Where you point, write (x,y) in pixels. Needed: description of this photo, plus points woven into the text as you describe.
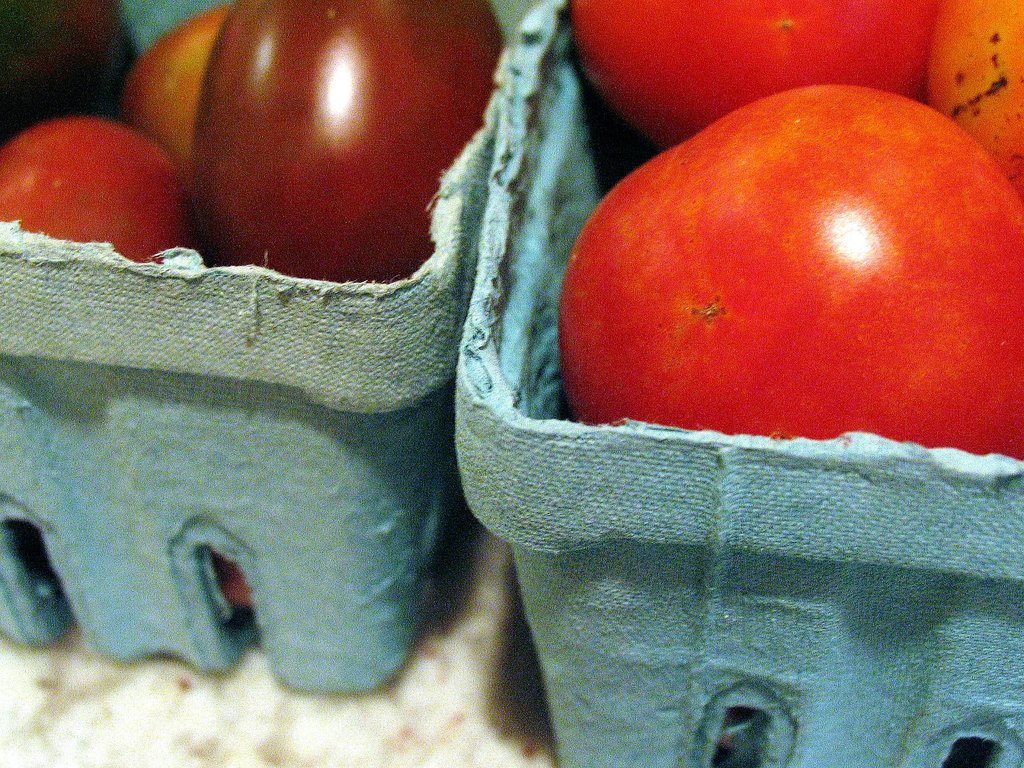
In the image I can see two trays (388,339) in which there are some tomatoes (708,335).
